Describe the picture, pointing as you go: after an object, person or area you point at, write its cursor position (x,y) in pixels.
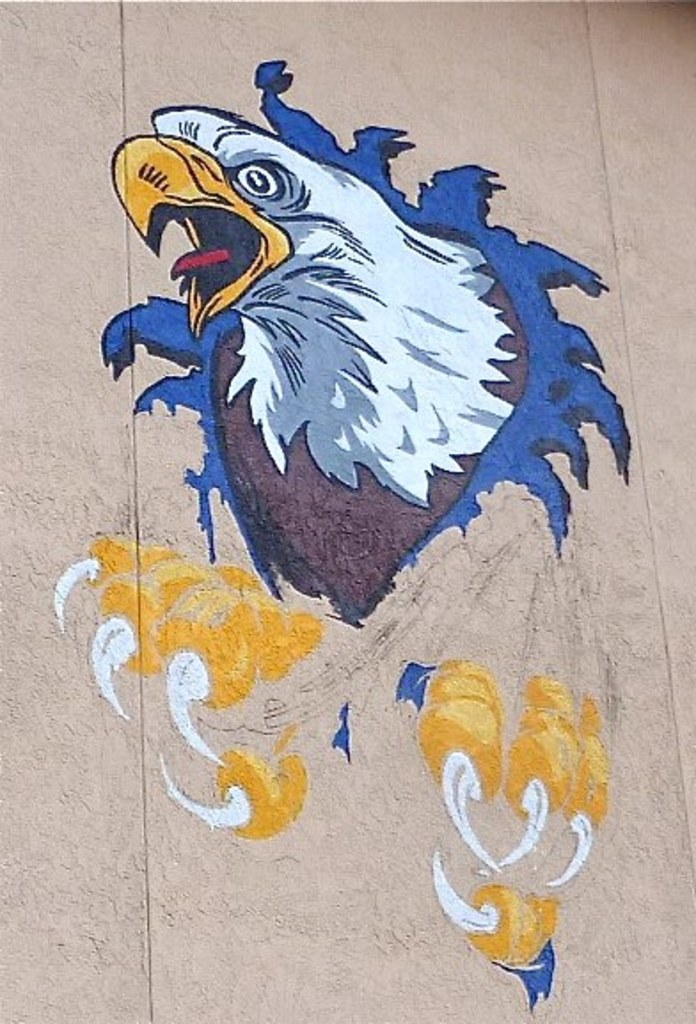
In this image I can see the painting (237,670) on the cream colored surface (500,652) of a eagle (340,343) which is white, yellow, red, brown and blue in color.
